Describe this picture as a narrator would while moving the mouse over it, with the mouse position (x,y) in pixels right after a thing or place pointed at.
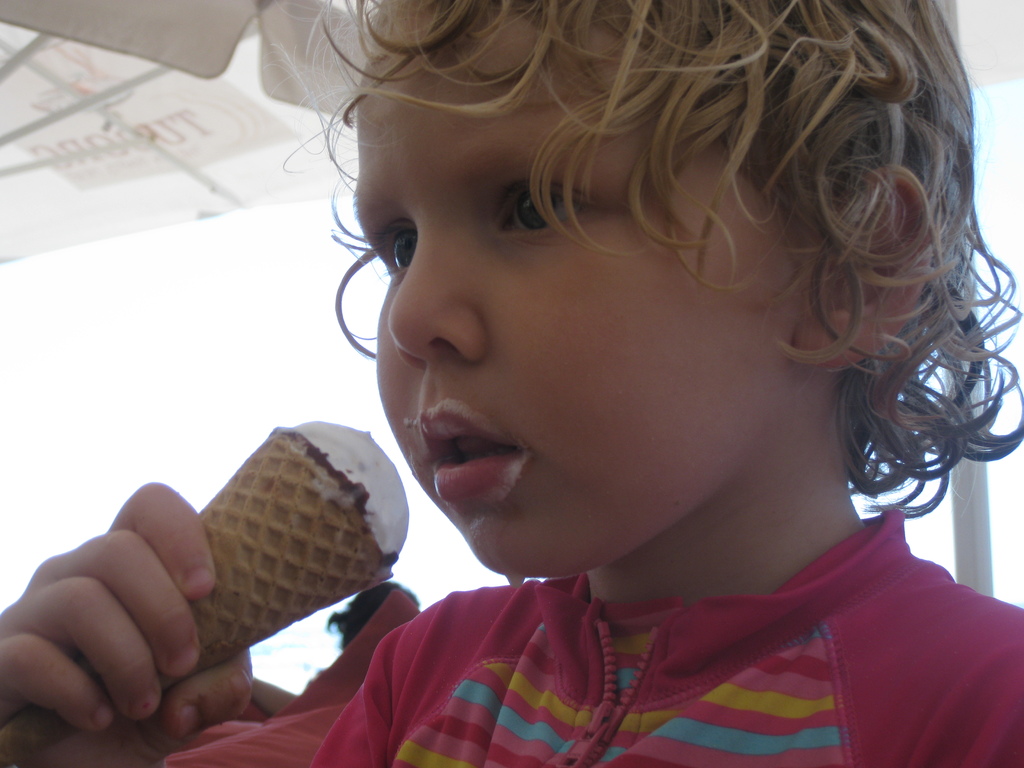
In this picture there is a baby boy (697,659) who is wearing pink dress (783,674) and he is holding ice cream cone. At the top (244,111) there is a tent (260,62). On the left (256,319) there is a sky (182,350). Behind him i can see a person's head (347,624).
